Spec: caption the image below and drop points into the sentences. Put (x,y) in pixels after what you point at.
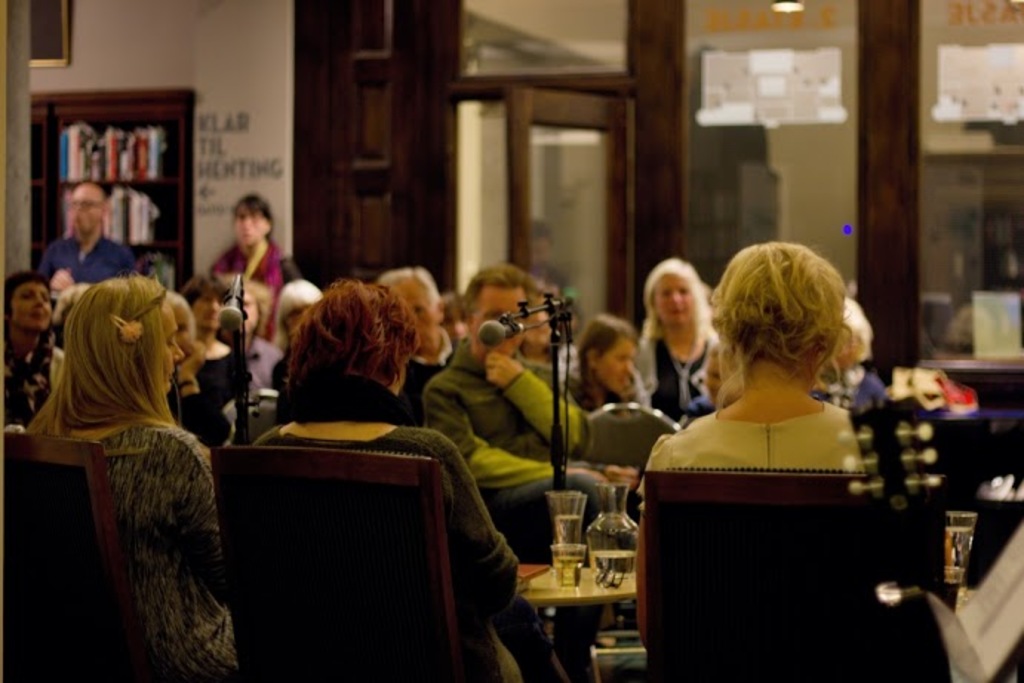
This picture shows the inner view of a building (31,220). There are some people (190,378) sitting on the chairs (399,565), some objects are on the table (606,590), one light (778,6) attached to the ceiling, some people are standing, one door (552,253), one frame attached to the wall (73,64), two microphone stands (238,384) with two microphones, some objects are on the surface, some books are in the wooden cupboard (170,146), one musical instrument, some text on the wall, some posters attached to the glass (830,190) and some text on the glass wall (984,264).
